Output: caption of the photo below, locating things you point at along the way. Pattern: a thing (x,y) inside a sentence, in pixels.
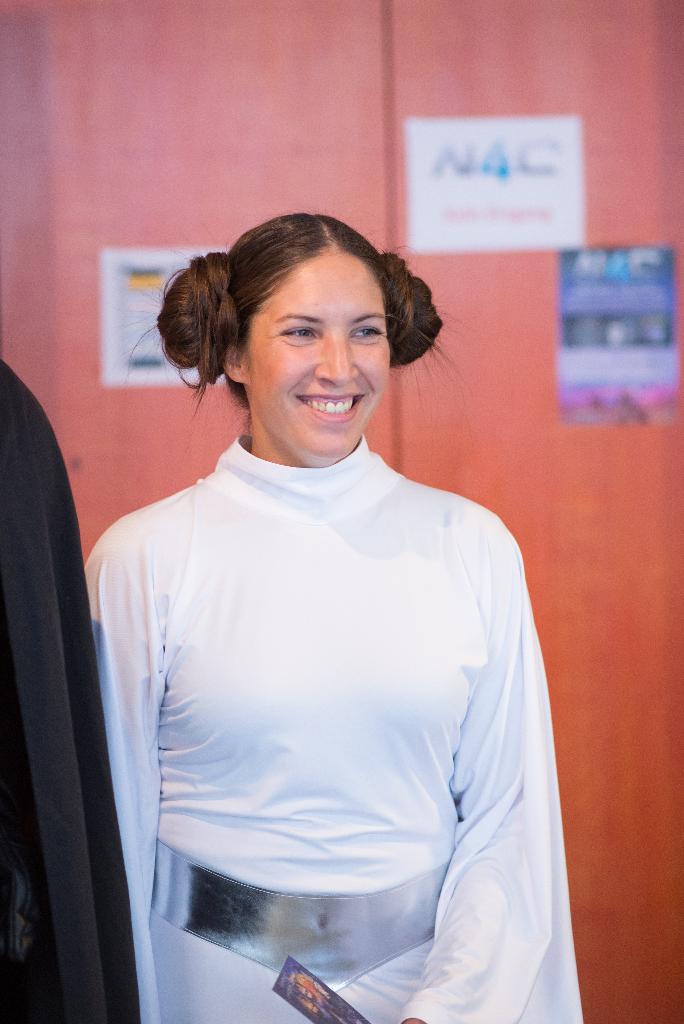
In this picture we can see a woman (224,941) holding a photo (296,976) with her hand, standing and smiling and beside her we can see a black cloth (124,1016) and in the background (242,95) we can see posters (580,267) on the wall (571,450).
